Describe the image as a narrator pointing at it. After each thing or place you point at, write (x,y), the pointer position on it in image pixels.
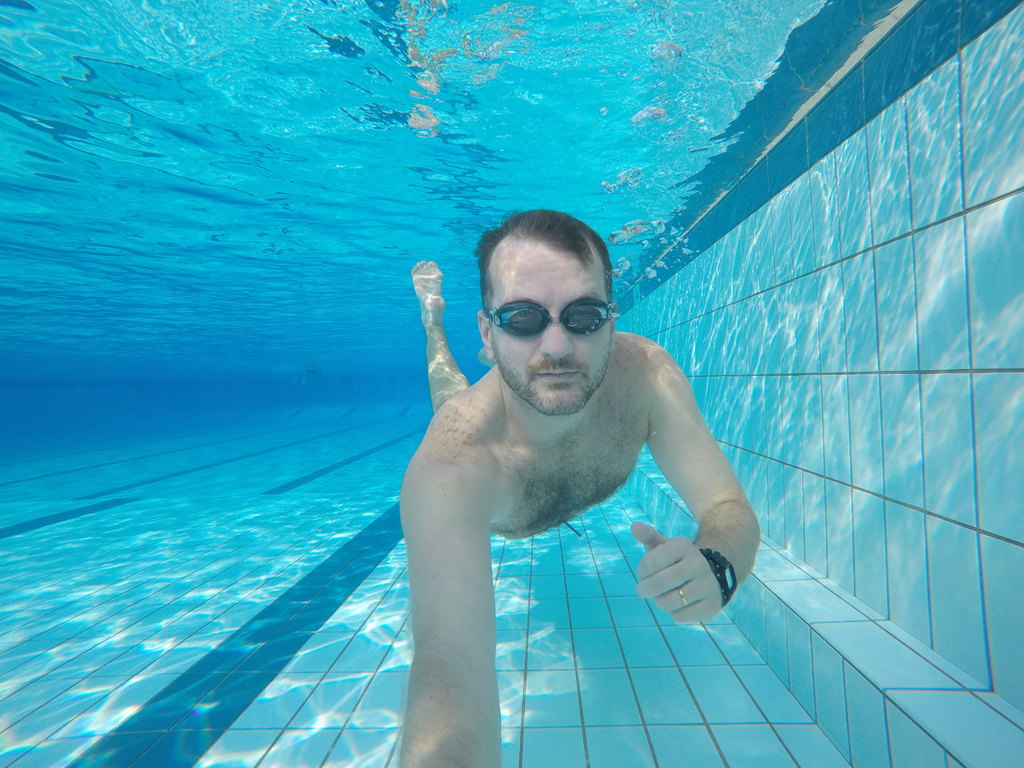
In this image we can see a person (573,351) swimming and we can also see the wall (958,292) and water (375,189).
